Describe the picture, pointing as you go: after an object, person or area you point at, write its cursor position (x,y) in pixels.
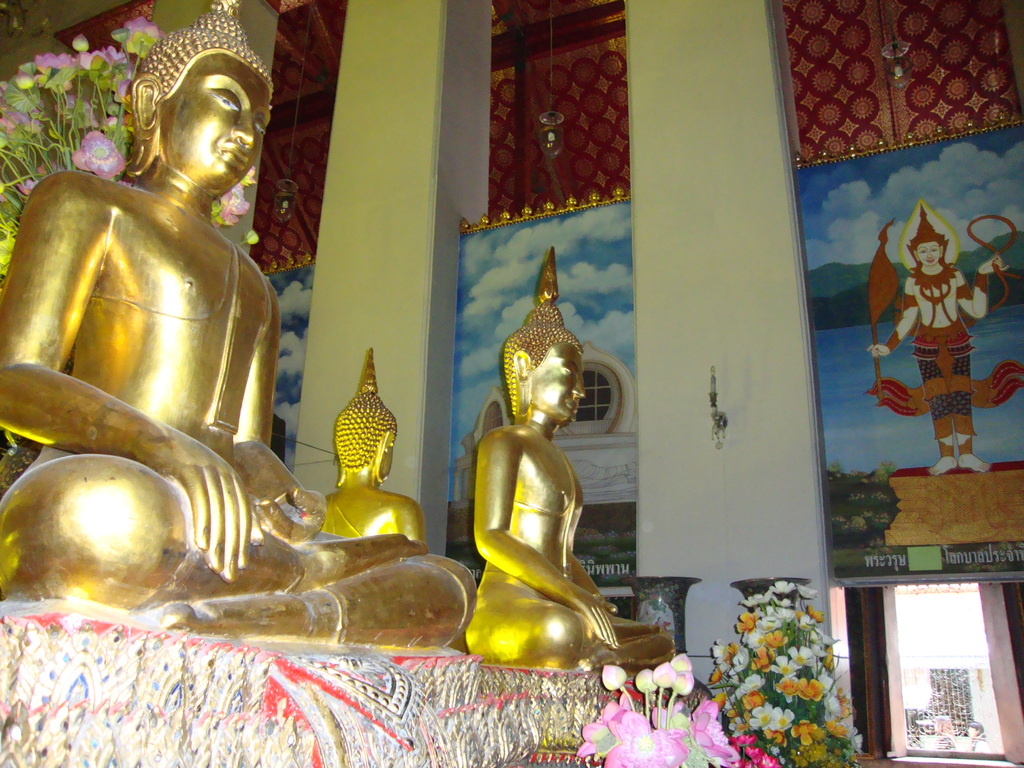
In this picture there are idols (139,284) and there are flowers (723,697). At the back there are frames (951,459) on the wall (855,97) and at the top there are lights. At the bottom (926,663) there is a window (936,698) and there are two persons (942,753) behind the window (928,646).
